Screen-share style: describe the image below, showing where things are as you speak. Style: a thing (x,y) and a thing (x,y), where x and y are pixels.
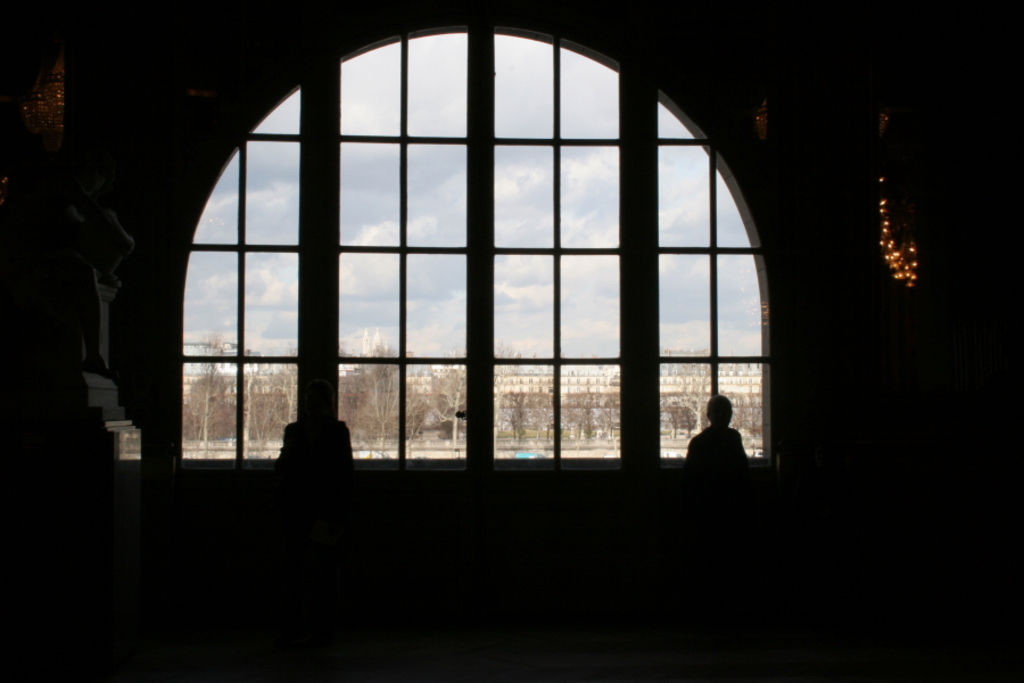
In this image in the center (625,400) there is a window (431,159) and through the window (431,159) we could see some trees (251,386) and buildings (536,395). And there are two people (723,512) and some objects (84,361) and the foreground (915,600) is dark.
